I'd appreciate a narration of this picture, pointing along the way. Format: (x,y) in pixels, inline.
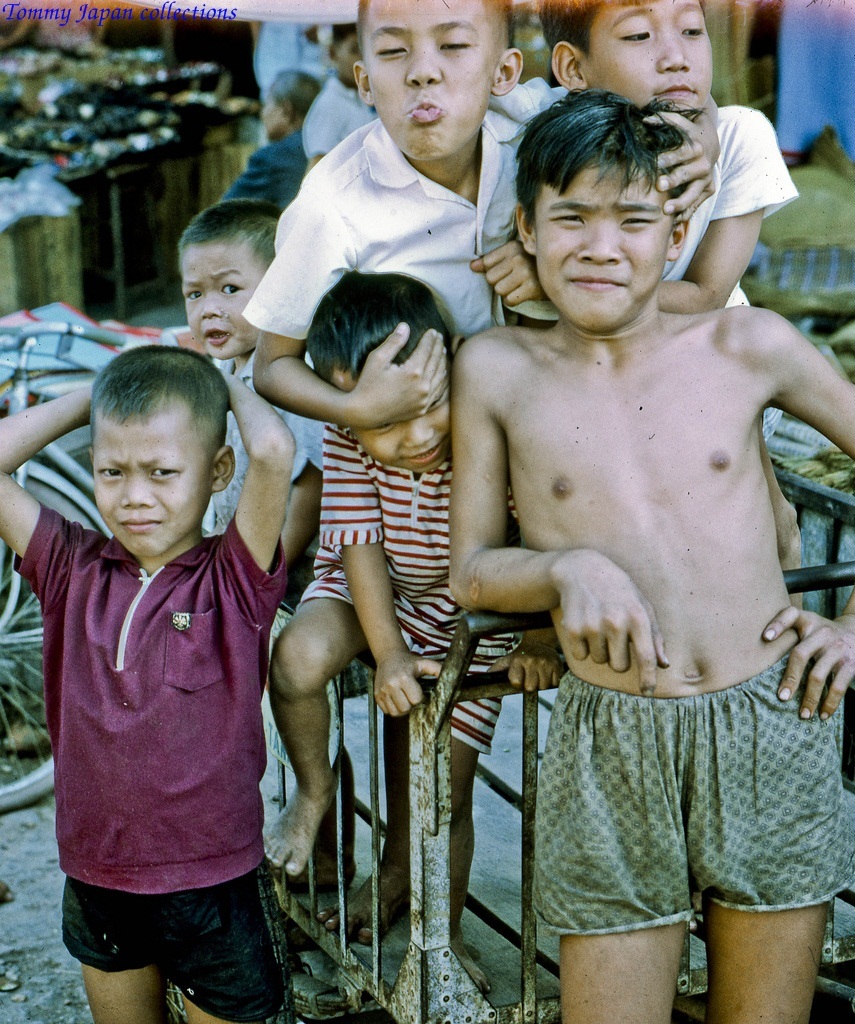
In this image I can see few people (432,320). And these people (333,341) are wearing the different color dresses (193,753). To the left (34,641) I can see the bicycle (62,461). In the back (217,169) I can see few more people (288,93) and some objects (159,97) and it is blurry.
